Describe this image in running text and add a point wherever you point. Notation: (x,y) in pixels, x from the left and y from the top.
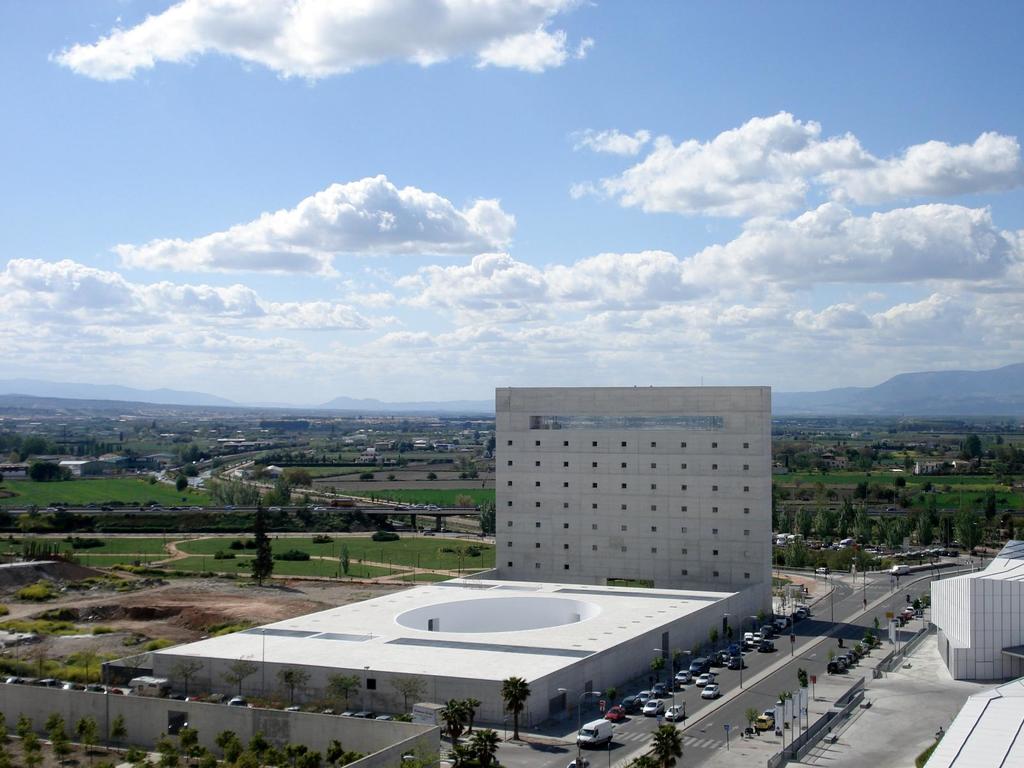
In this image I can see the road (757,701), number of vehicles (762,726) on the road (766,687), few poles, few trees (753,717), the wall (336,729), few buildings (427,686), a bridge (300,509), few vehicles (300,509) on the bridge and few mountains (470,406). In the background (780,377) I can see the sky (491,209).
